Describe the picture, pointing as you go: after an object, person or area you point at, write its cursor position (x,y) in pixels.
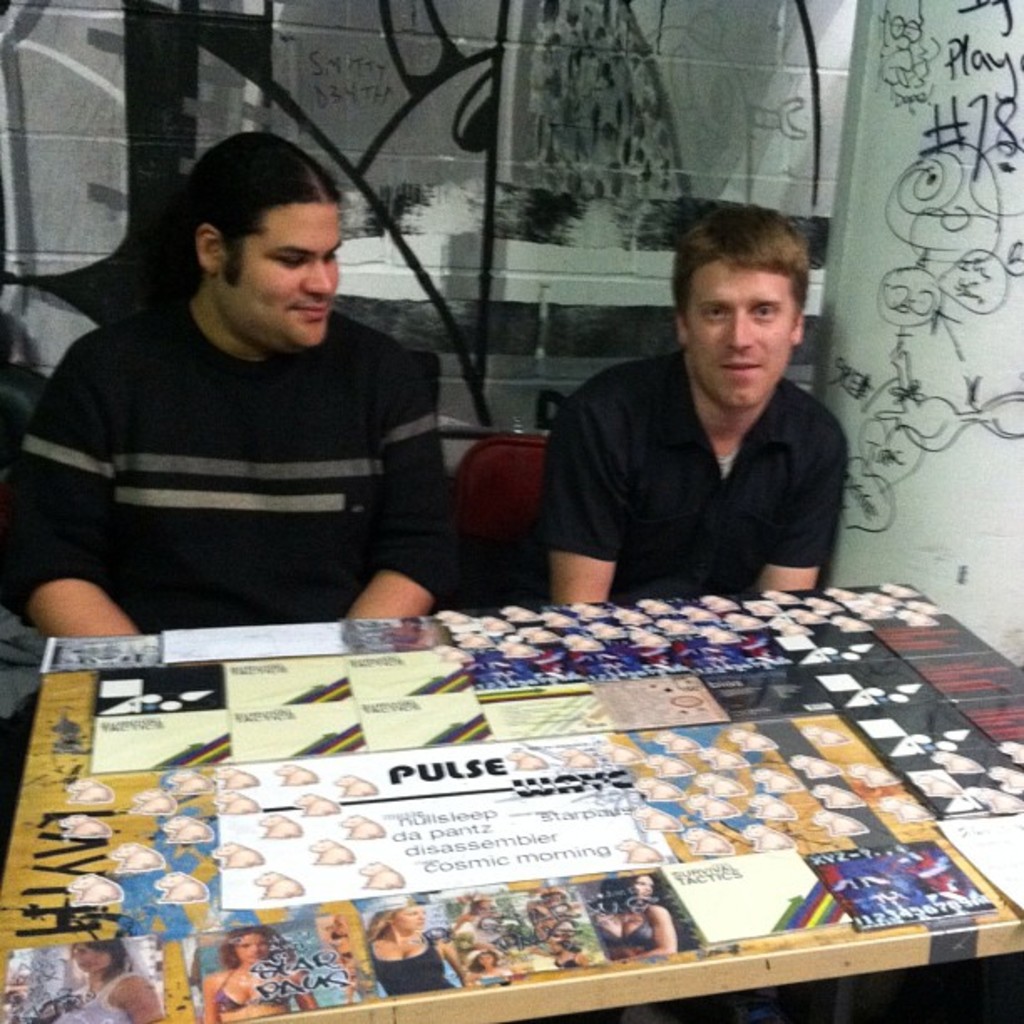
In this image I can see there are persons (697,389) sitting on the chair (530,455). And in front (664,778) there is a table (681,780). On the table (717,782) there are cards (480,806) and photos (520,959). And at the back (519,399) there is a wall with design (91,287). And at the side there is a wall (922,386) with text (931,150) and design (897,344).
